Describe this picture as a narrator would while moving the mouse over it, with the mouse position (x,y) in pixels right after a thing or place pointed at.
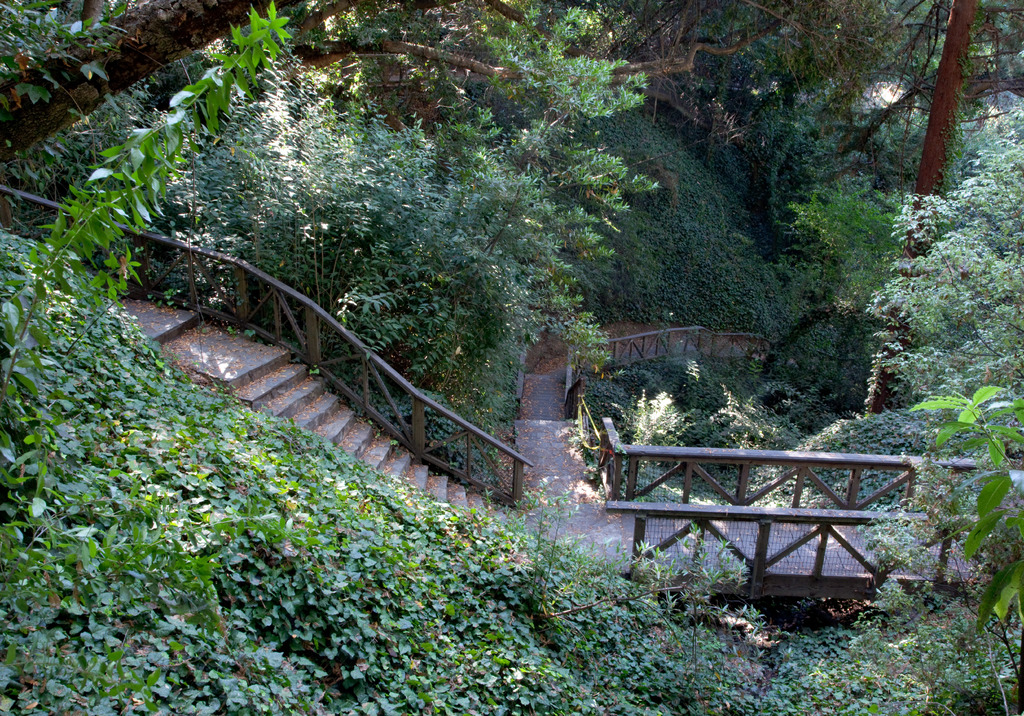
In the image we can see stairs (310,401), fence (842,516), grass (569,601) and trees (891,235).
